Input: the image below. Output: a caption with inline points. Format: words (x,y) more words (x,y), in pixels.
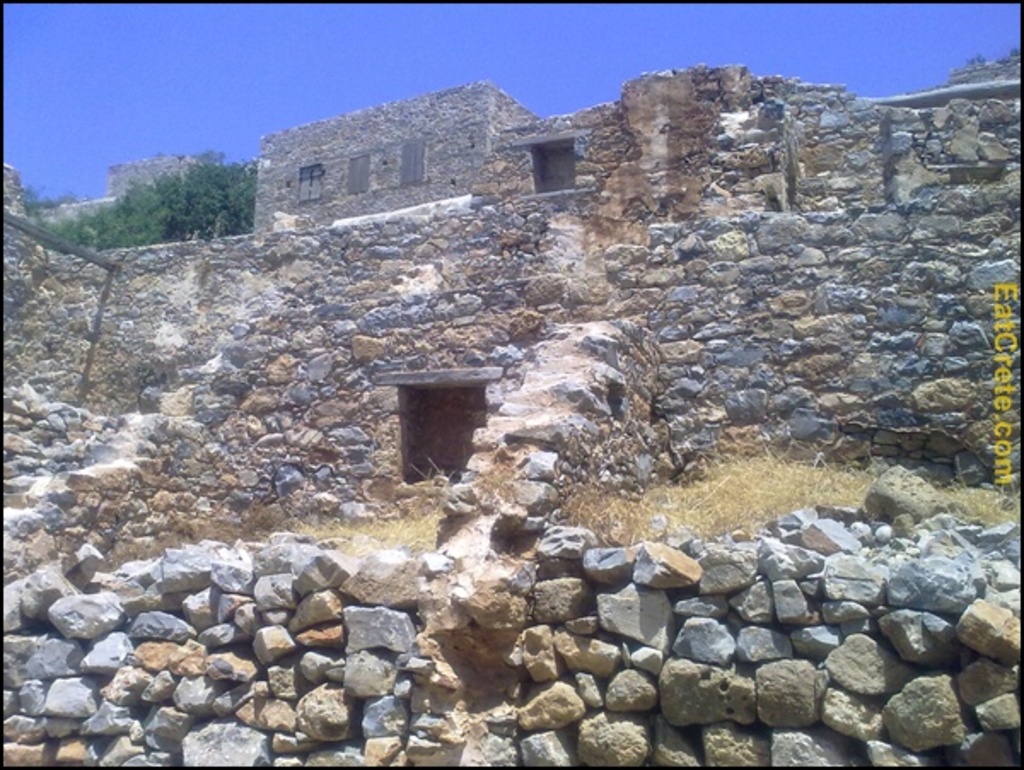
In the picture I can see rocks (478,498), the grass (574,503), a fort (237,254), trees (200,231) and the sky (283,50). On the right side of the image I can see a watermark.
